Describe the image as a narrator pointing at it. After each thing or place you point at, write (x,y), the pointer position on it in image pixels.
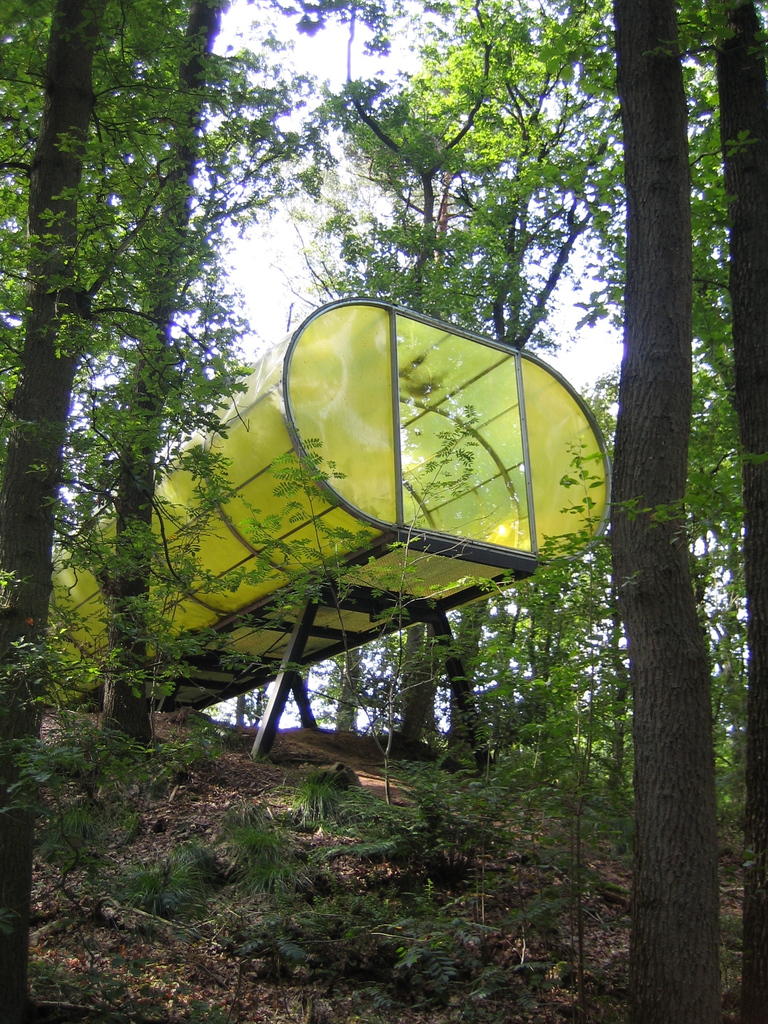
In this image I can see a shed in green color, background (530,622) I can see trees (687,492) in green color and the sky (296,287) is in white color.
